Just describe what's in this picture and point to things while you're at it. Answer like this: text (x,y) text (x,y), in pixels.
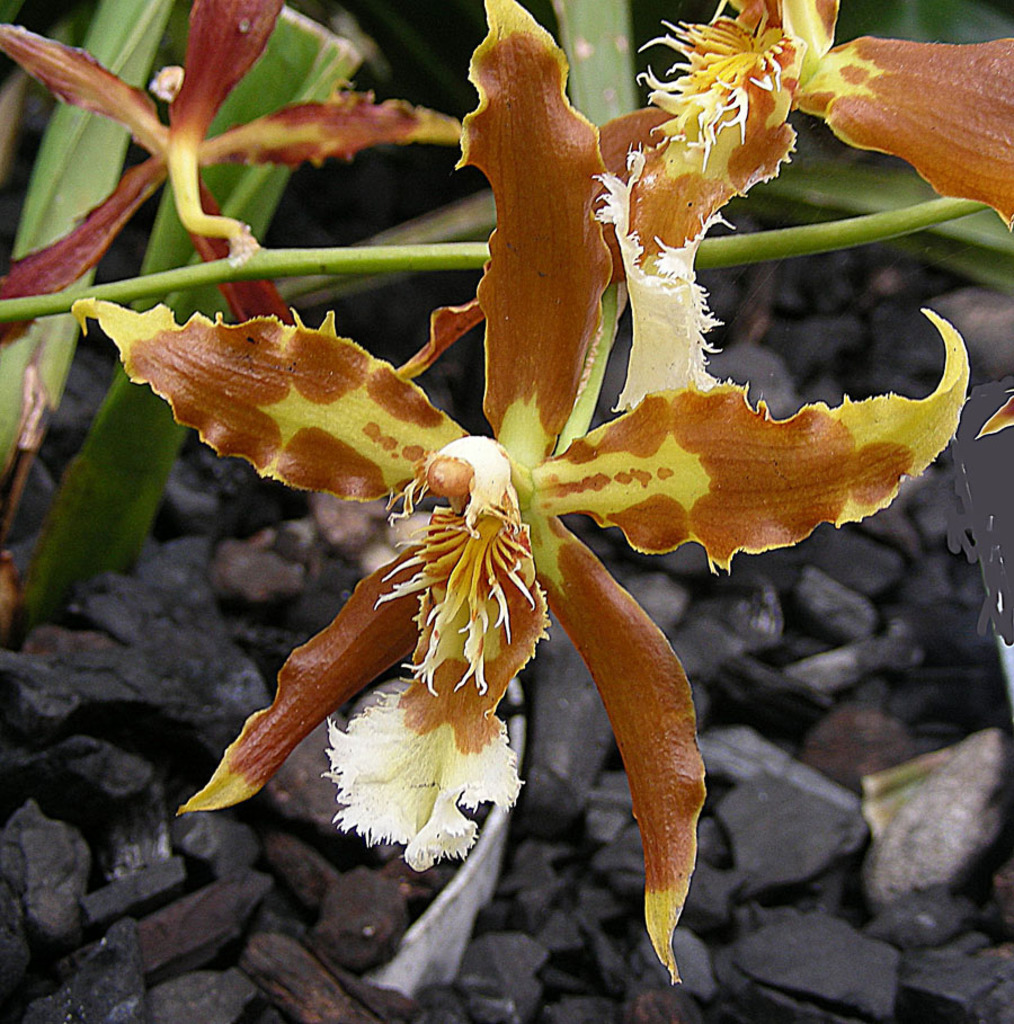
In the image there are flowers (311,135) to the plants (316,74) and under the flowers (527,149) there are stones (697,997).
